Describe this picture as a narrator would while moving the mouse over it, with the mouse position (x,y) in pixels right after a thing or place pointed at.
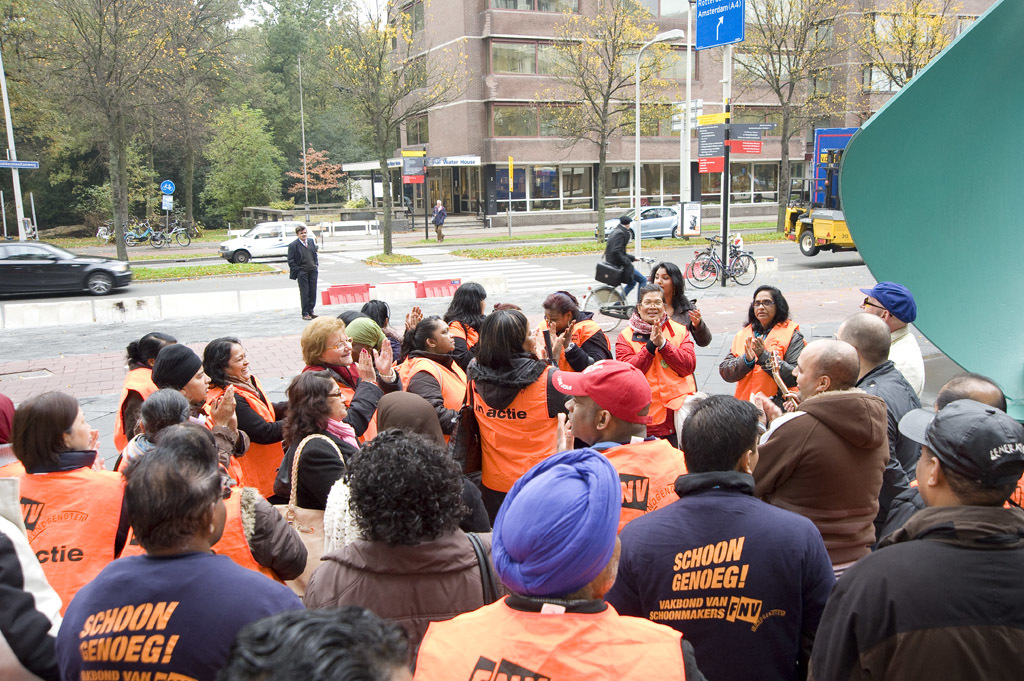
In this image I can see group of people (757,592) standing. The person (493,417) in front orange color jacket (509,417), background (455,209) I can see few persons (611,254) some are riding vehicles (647,263), few buildings (543,111) in brown color, trees (334,168) in green color and sky (248,17) is in white color.
